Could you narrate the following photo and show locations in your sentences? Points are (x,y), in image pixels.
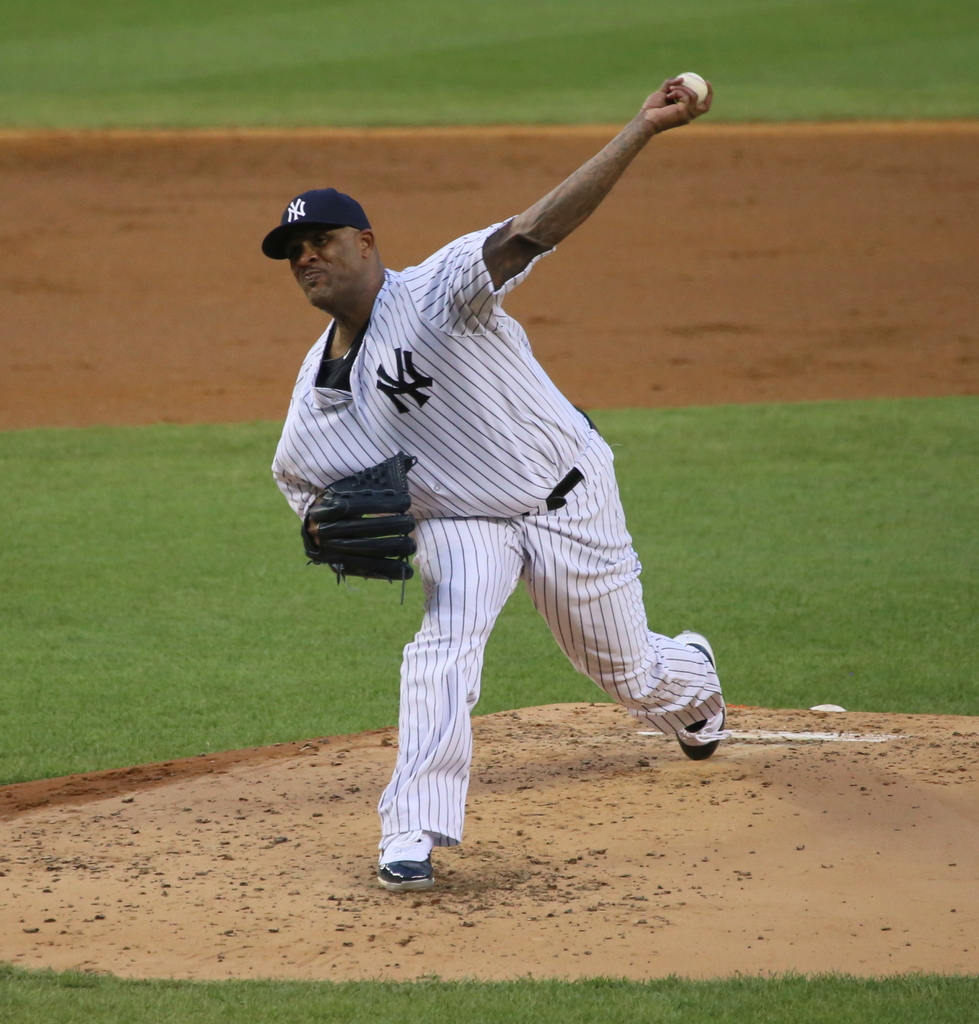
There is a man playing on the ground (547,670). He wore a cap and a glove (395,490). He is holding a ball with his hand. Here we can see grass (862,56).
